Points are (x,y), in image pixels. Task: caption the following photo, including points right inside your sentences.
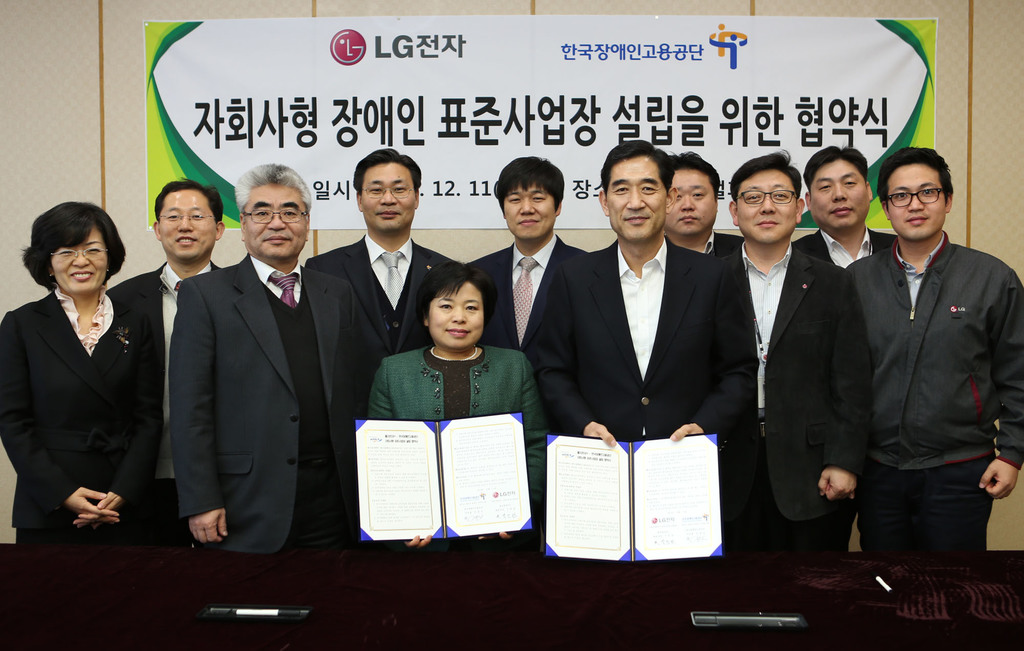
In the center of the picture (379,219) there are men (392,272) standing, they are wearing suits (372,371). In the foreground (340,612) there are table (512,591) and two people (614,314) holding memorandum (465,445). In the background (479,79) there is a banner (391,99) attached to the wall (957,108).
